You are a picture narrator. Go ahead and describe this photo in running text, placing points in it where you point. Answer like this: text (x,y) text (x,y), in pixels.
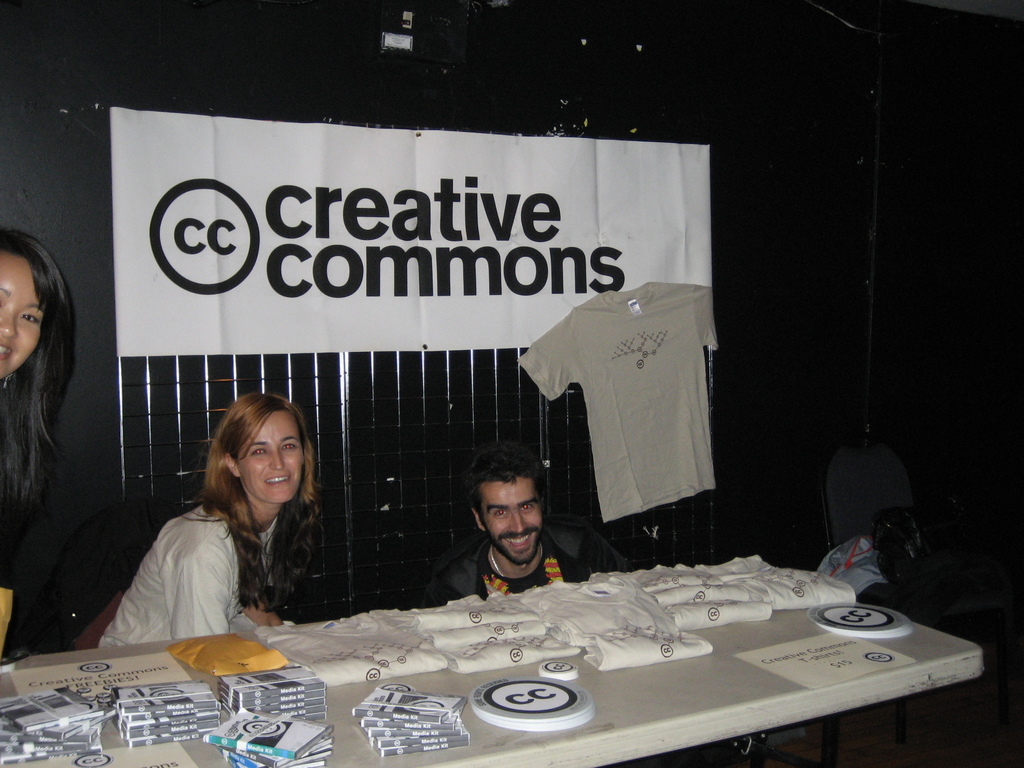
There are two persons (488,559) sitting as we can see in the middle of this image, and there is one woman (8,408) standing on the left side of this image (38,433). There is a table (198,680) at the bottom of this image (559,739). There are some t shirts (389,634) and other objects (147,672) are kept on it. There is a wall (342,76) in the background (556,232), we can see there is a white color poster (355,218) and a t shirt (639,393) is attached on it. There is a chair (890,504) on the right side of this image (890,504).
